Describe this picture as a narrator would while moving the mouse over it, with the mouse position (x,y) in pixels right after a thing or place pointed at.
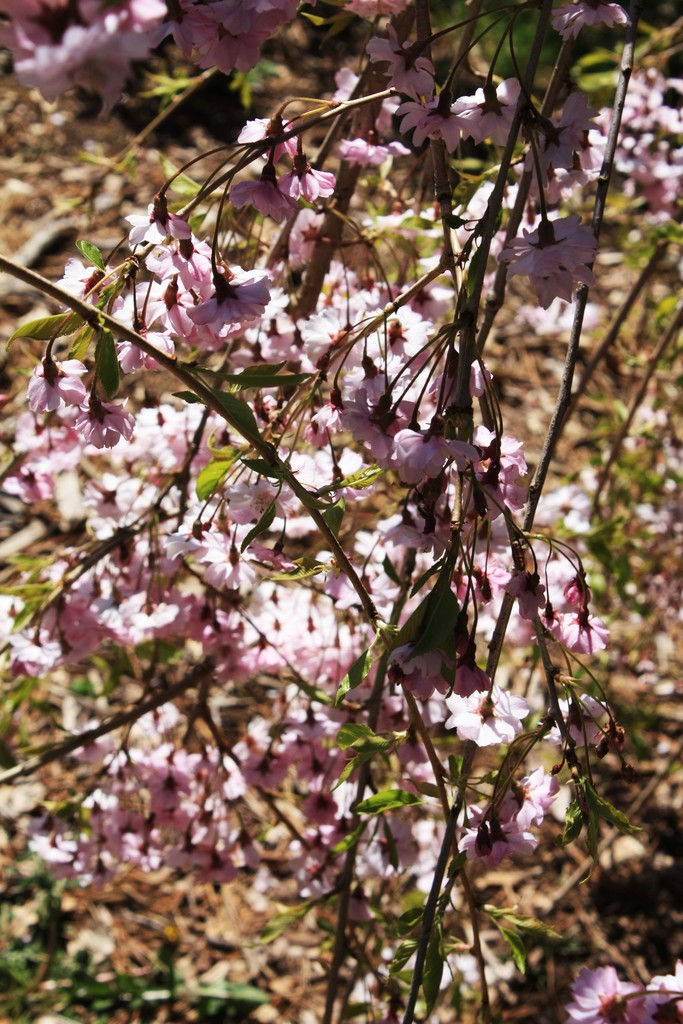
In this image in the foreground (499,554) there are flowers (499,554) and tree (444,164), in the background (608,610) there are some plants (120,983) and some dry leaves (290,872).
